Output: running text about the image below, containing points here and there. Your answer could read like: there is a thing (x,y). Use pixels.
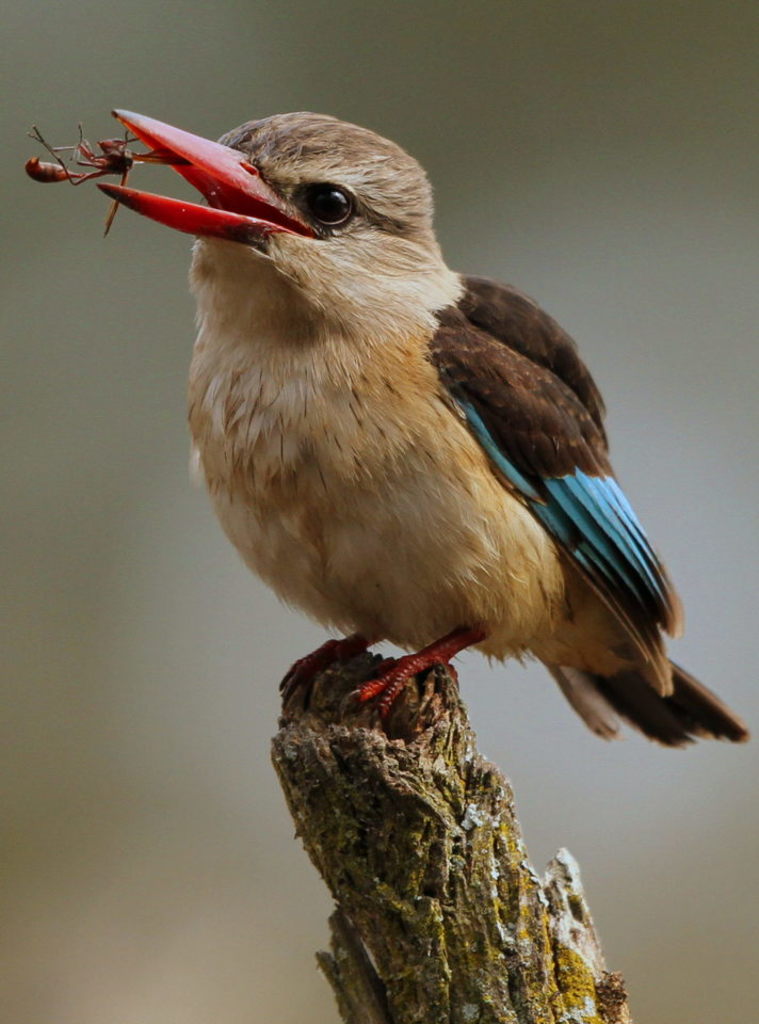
In the middle of this image (403,420), there is a bird (481,313) having opened its mouth (141,201) and on a branch (486,905) of a tree (595,1000). In the mouth (137,129) of this bird (259,452), there is an insect (127,158). And the background (12,175) is blurred.
